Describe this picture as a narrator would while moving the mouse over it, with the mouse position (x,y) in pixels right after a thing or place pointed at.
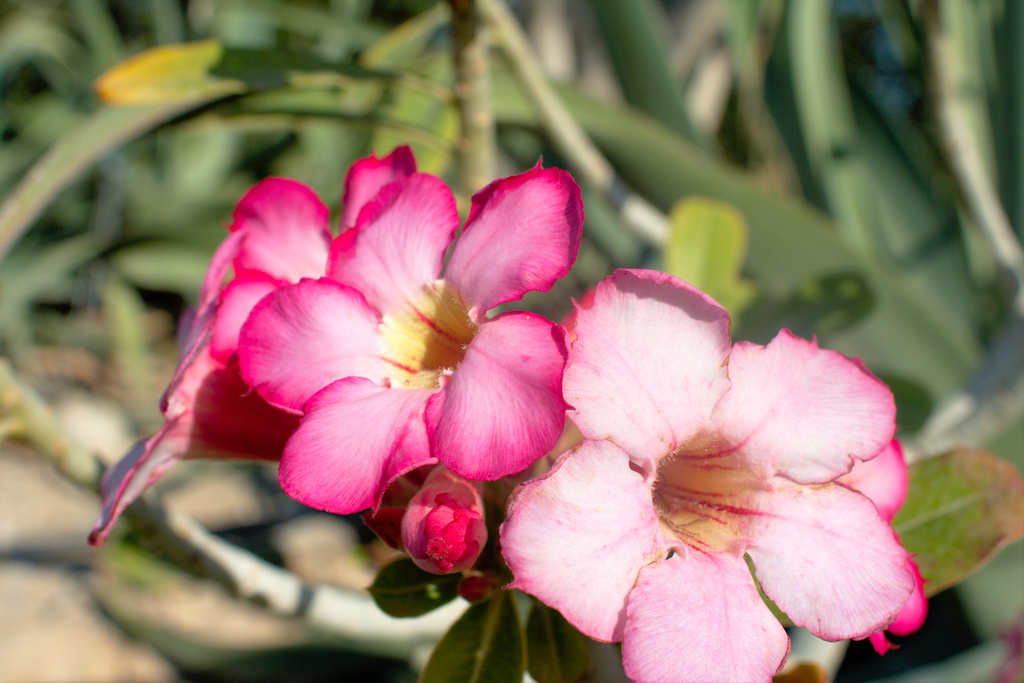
In this image, in the middle (414,427), we can see a plant (629,509) with some flowers (607,547) and the flower (496,382) are in pink color. In the background (659,221), we can see some trees (519,50).
